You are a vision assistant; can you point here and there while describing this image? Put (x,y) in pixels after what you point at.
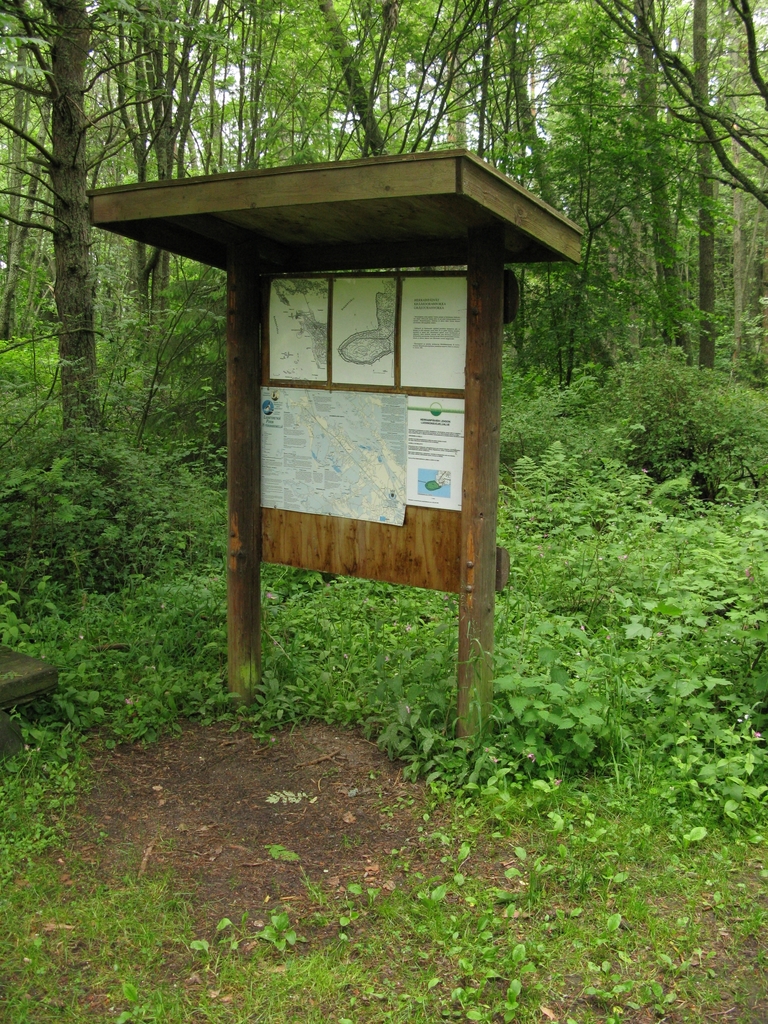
In this picture I can see plants (645,414), grass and trees (178,50). Here I can see a wooden object (340,532) and a board (334,381) which has some papers (366,422) attached to it.
